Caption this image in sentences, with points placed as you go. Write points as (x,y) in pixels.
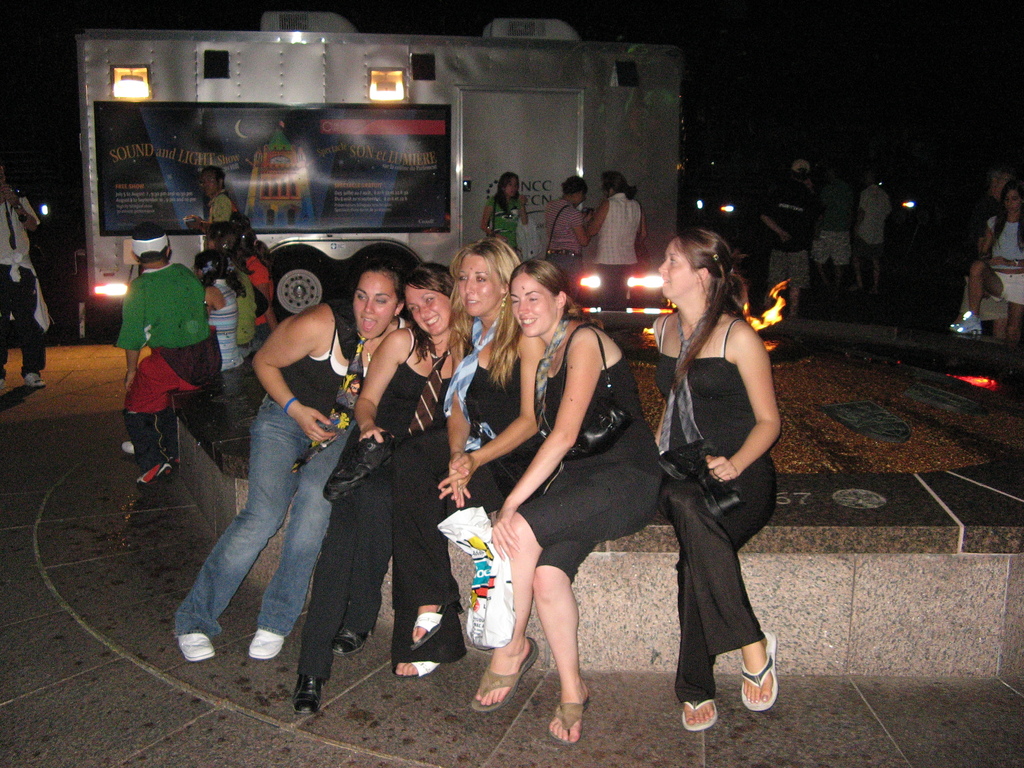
In the picture we can see five women (318,582) are sitting together on the wall (960,577) and beside it also we can see some people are also sitting and behind them we can see the generator vehicle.
